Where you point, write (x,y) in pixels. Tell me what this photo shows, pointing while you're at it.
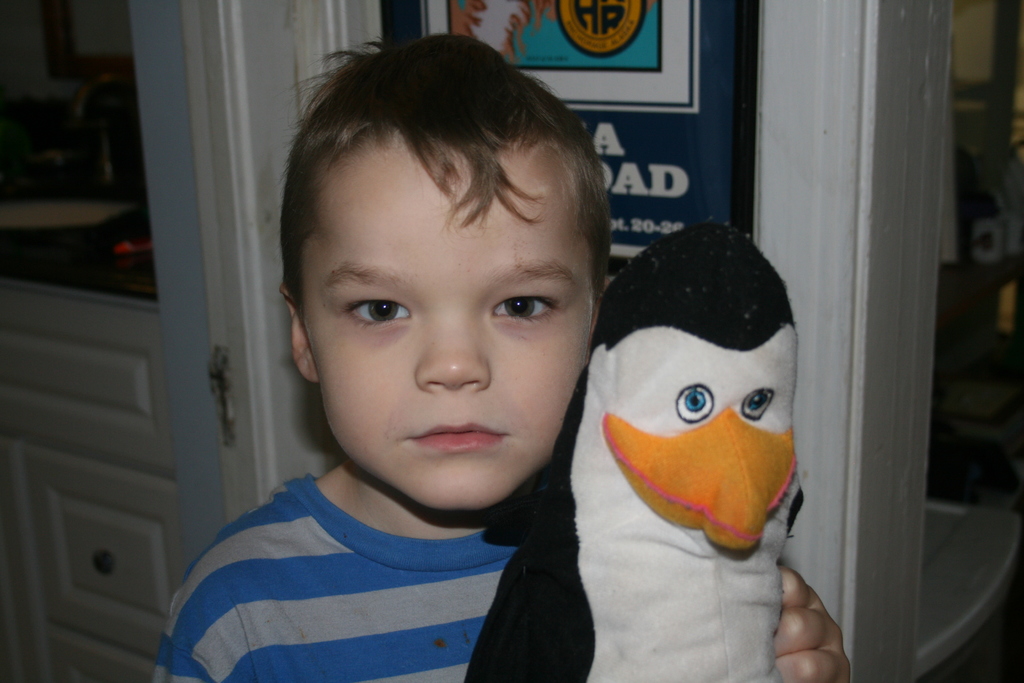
In the center of the image (485,372) we can see a boy (451,443) is wearing t-shirt (462,567) and holding a doll (525,536). In the background of the image (144,41) we can see the wall (766,141), doors (838,124), board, cupboards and some other objects (965,500). In the top left corner (75,109) we can see a sink (44,204), tap (107,148), wall (155,42), board (100,34). In the bottom right corner (958,670) we can see the floor (1014,644).
